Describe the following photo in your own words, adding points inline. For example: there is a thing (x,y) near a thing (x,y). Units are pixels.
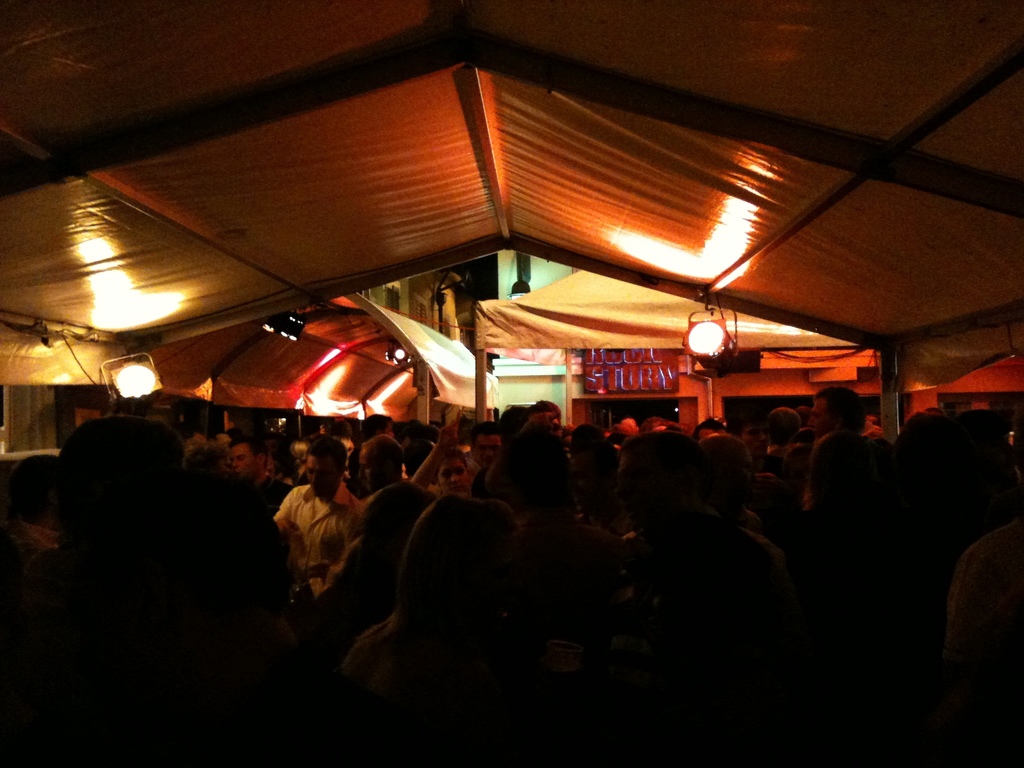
In this image I can see few persons (559,703), some are sitting and some are standing, background I can see few tents (413,348) in white color and I can also see few lights (718,363).
